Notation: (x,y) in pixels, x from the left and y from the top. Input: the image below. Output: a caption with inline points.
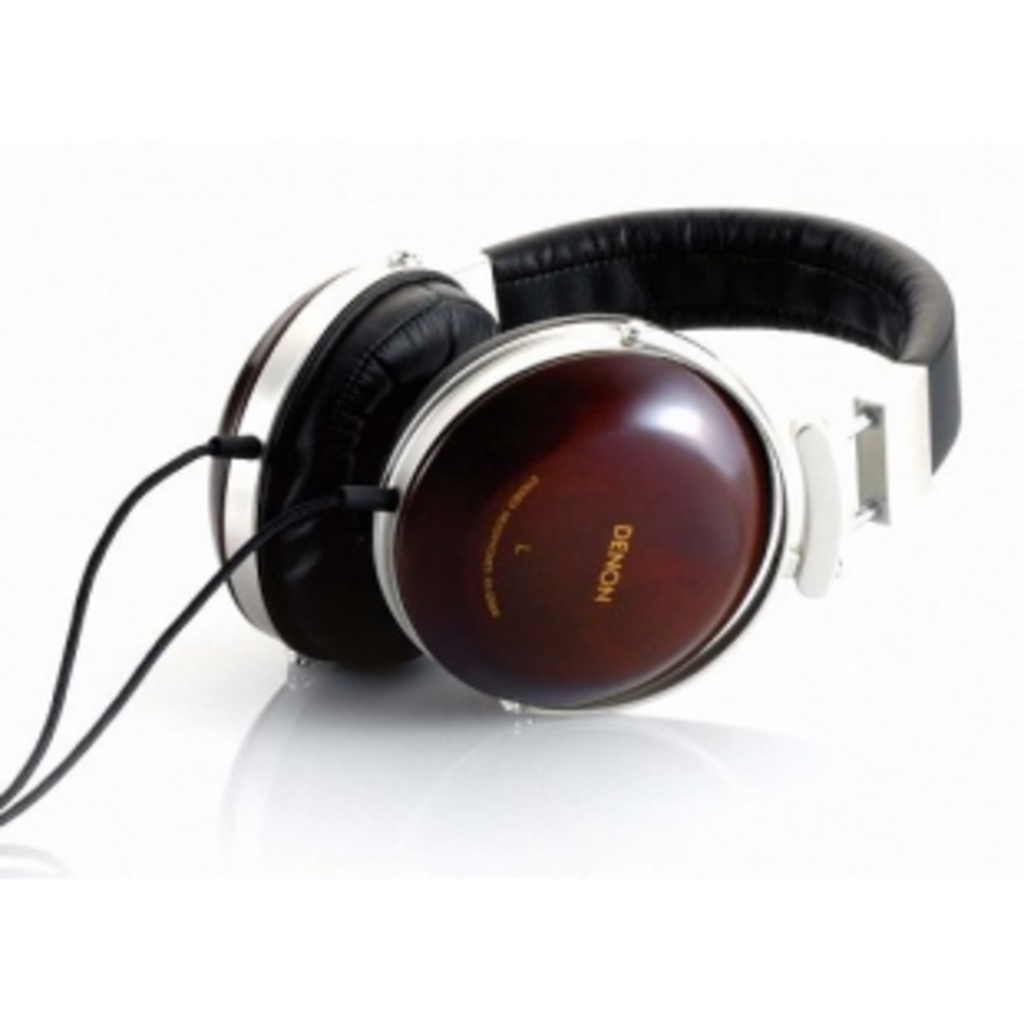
In this image I see a headphone (545,568), which is of brown, white and black in color and it is also wired.
